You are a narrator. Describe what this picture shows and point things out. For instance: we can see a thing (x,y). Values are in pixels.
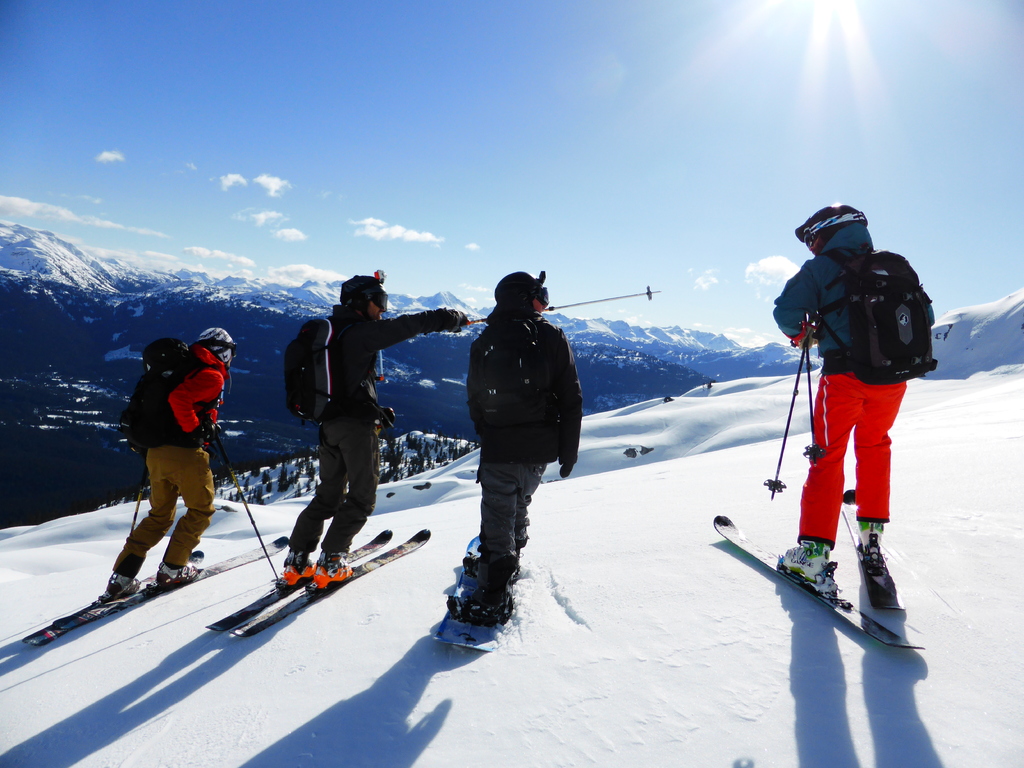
In the image there are four people (856,376) standing on ski board (878,636). In background (85,344) there are mountains (85,344), trees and sky (709,161) is on top (695,194) at bottom (688,566) there is a ice (674,618).
